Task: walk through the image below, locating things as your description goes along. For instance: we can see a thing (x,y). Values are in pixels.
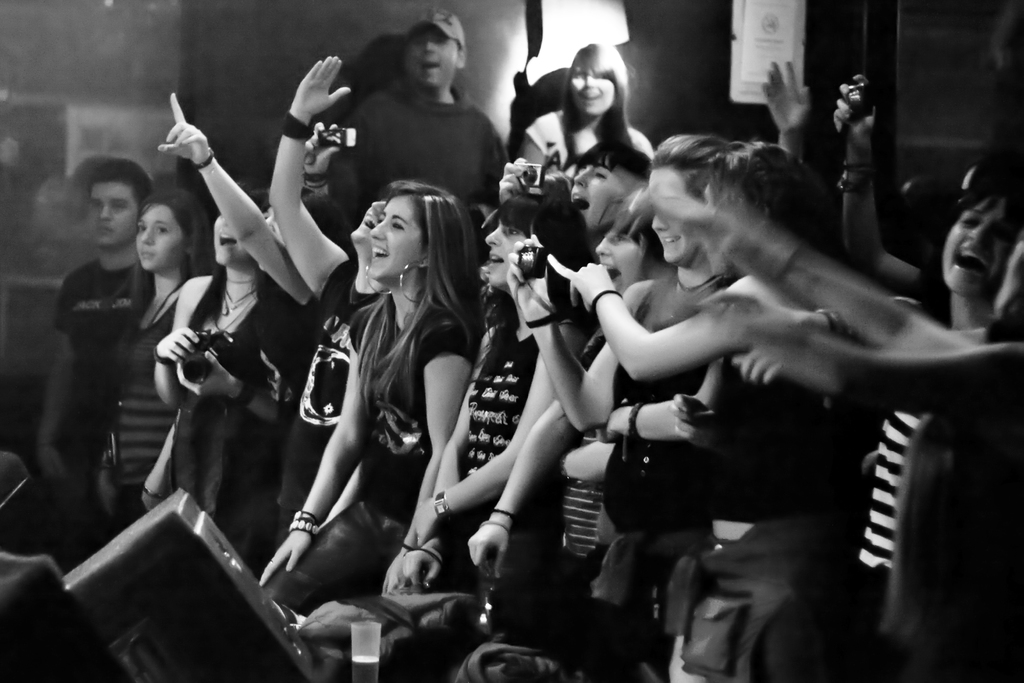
In the center of the image (566,356) we can see people (903,417) standing and some of them are holding cameras (528,171) in their hands (546,302). At the bottom (299,640) we can see an object (144,556). In the background (94,123) there is a wall (930,145) and a board (761,61).
